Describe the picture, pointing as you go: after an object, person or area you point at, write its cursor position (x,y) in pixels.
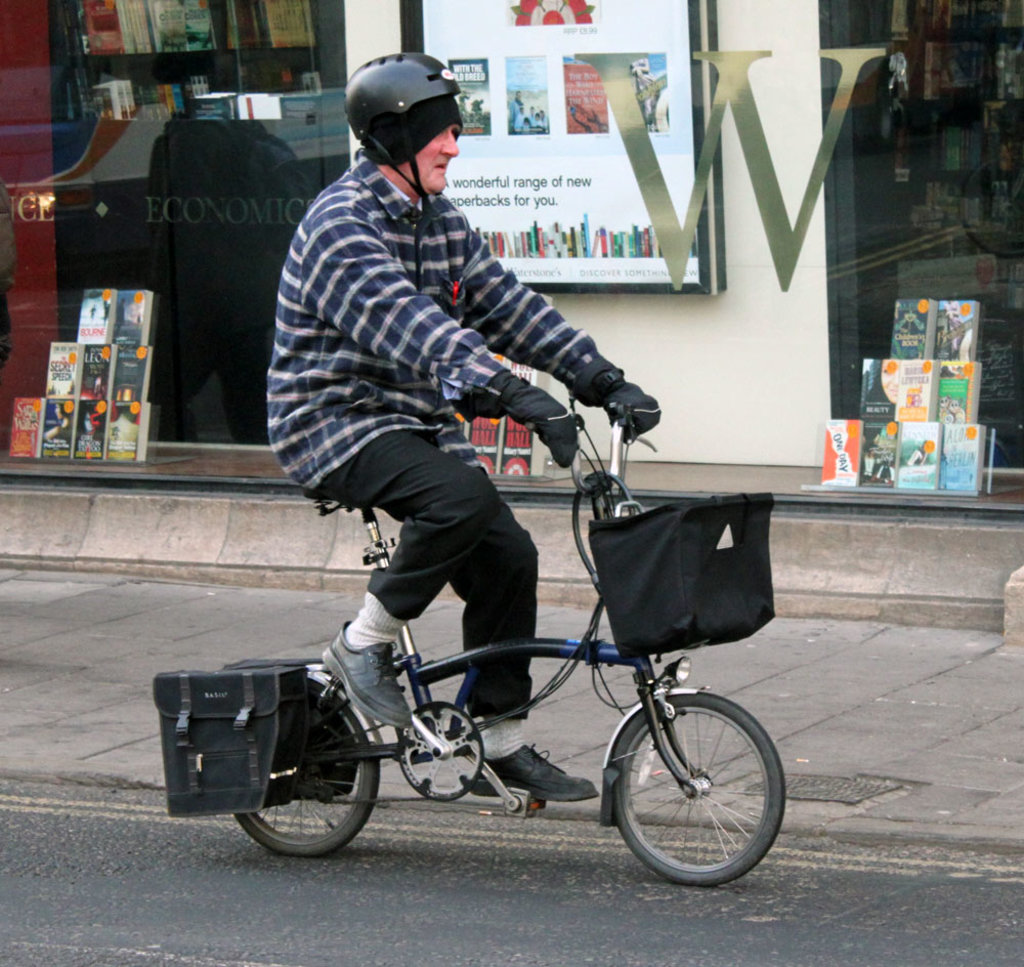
In the middle of the image (635,610) a man (448,144) is riding a bicycle (759,557) on the road (8,954). Behind the man (391,371) there is a glass (941,168). In front of glass (968,277) there is a books (840,454) in the right side of the image (914,326). In the left side of the image (130,293) also there are some books (150,325).
